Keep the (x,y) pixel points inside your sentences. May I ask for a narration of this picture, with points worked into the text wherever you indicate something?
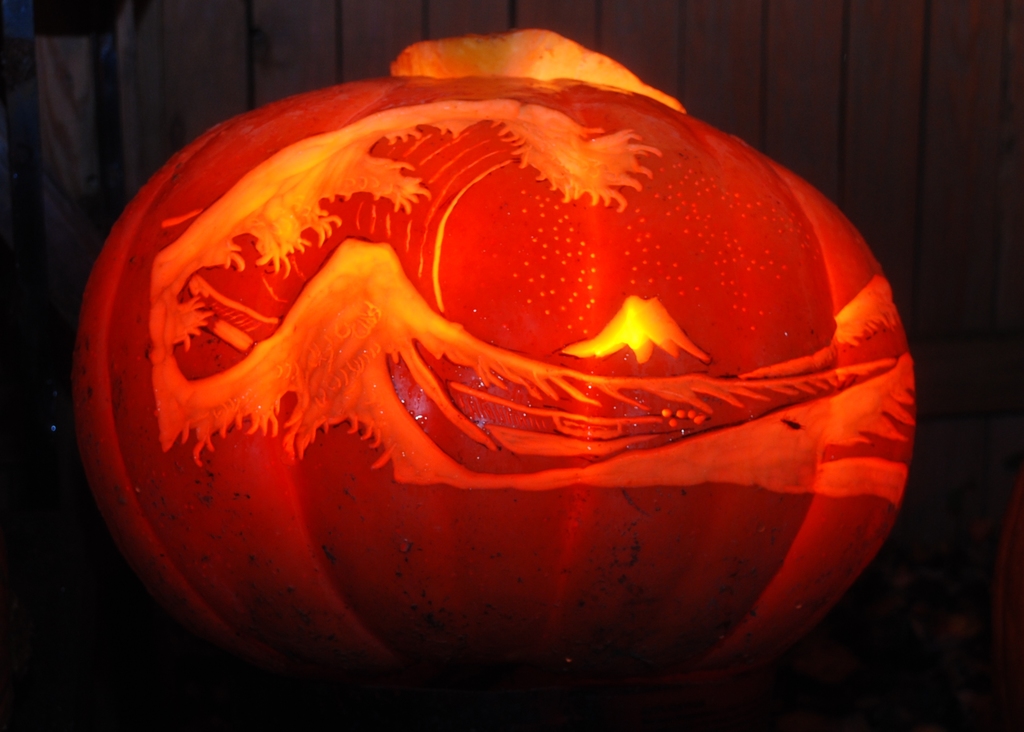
This image looks like pumpkin (500,392). It is decorated with some carving (405,316).
